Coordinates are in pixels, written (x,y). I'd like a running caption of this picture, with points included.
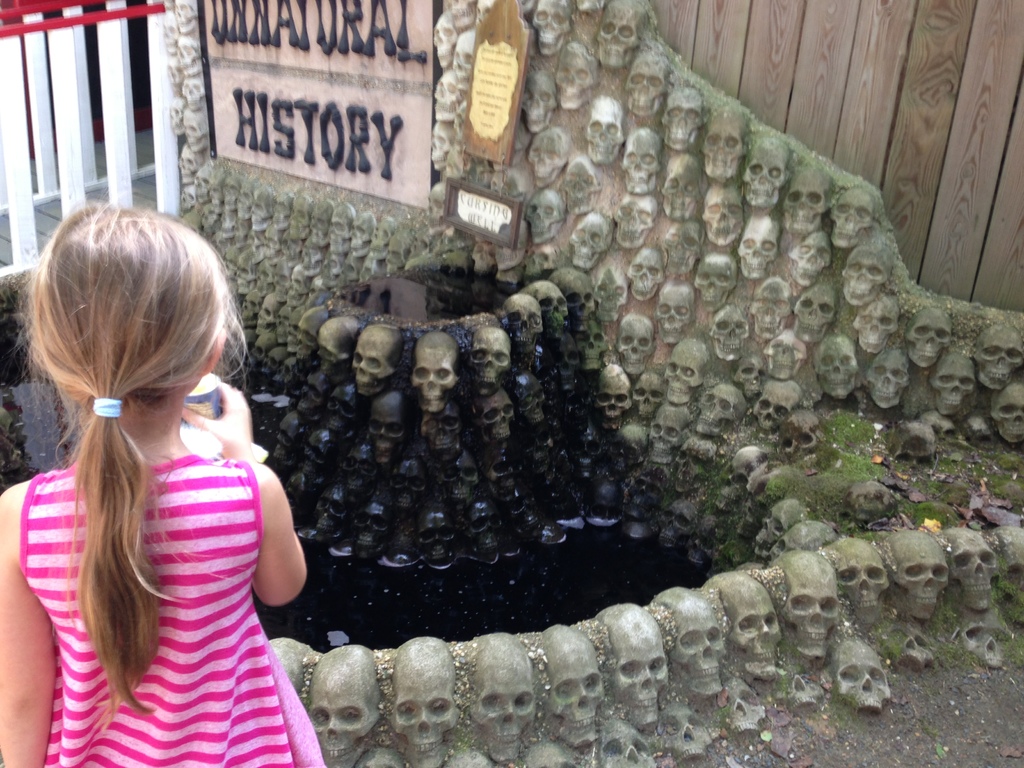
In this image we can see a girl (202,647) is standing, she is wearing pink color dress (197,586). In front of her one wall (650,355) is there, on the wall (762,248) one board (318,70) is there with some text (279,116). Beside it one white color fence (109,102) is available.
